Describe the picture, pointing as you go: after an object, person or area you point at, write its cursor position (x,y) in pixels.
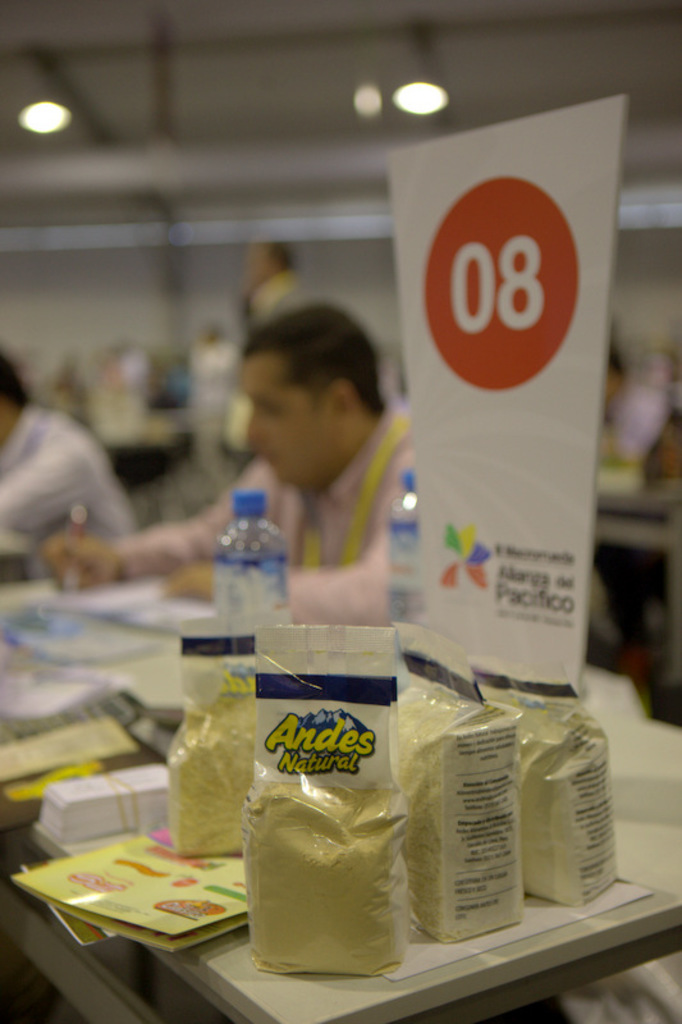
In this image I can see some packets (279,767) on the table (217,978) with some booklets (22,882) and labels (477,882). I can see a banner (555,274) with some text (498,277) and some water bottles (413,537). I can see some people (275,413) behind and the background (287,404) is blurred.
